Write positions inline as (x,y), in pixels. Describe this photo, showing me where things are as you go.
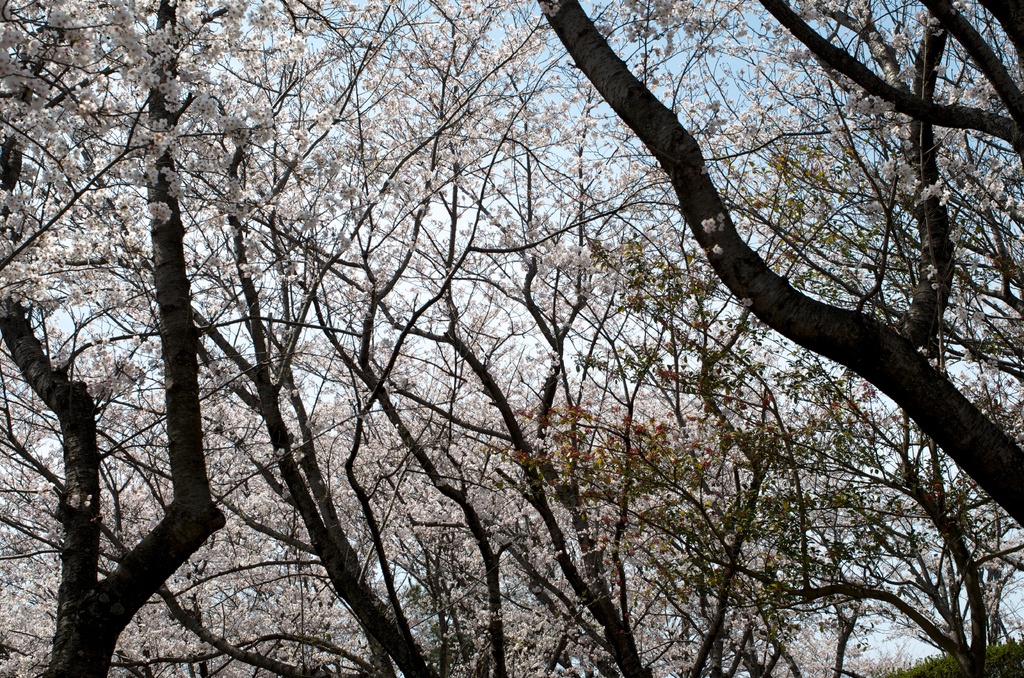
In this picture we can see trees (562,316) and in the background (521,126) we can see the sky (754,55).
